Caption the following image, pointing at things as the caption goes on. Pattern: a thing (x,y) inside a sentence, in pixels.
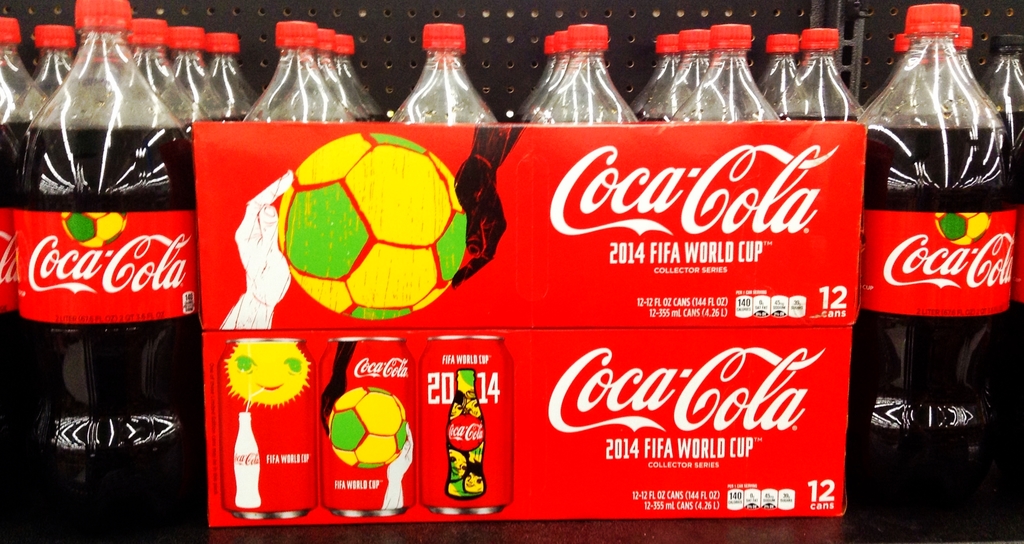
In this picture we can see coca cola bottles (440,71) placed in a rack (512,72) and in front (828,246) we can see boxes (492,309) of that coca cola (347,329) and on boxes (383,351) we can see balls (404,287), tin (462,363).
